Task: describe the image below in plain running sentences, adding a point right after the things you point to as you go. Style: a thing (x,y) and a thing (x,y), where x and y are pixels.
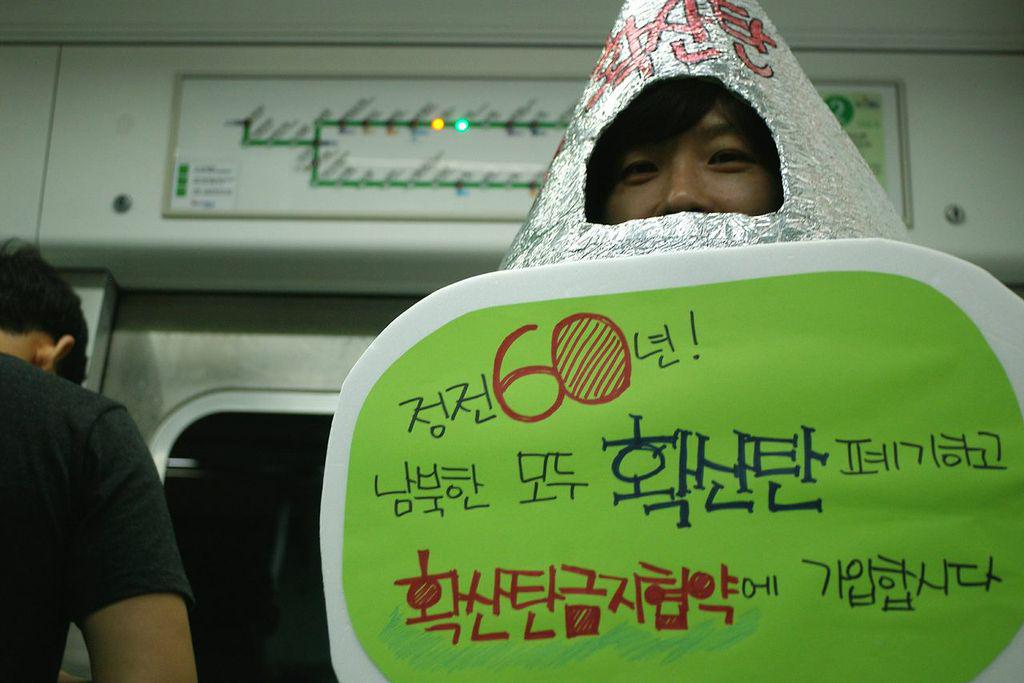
In this picture we can see two people (44,566) and a person (678,23) wore a costume (636,66) and in the background (270,122) we can see the lights (438,123) and some objects (342,210).
